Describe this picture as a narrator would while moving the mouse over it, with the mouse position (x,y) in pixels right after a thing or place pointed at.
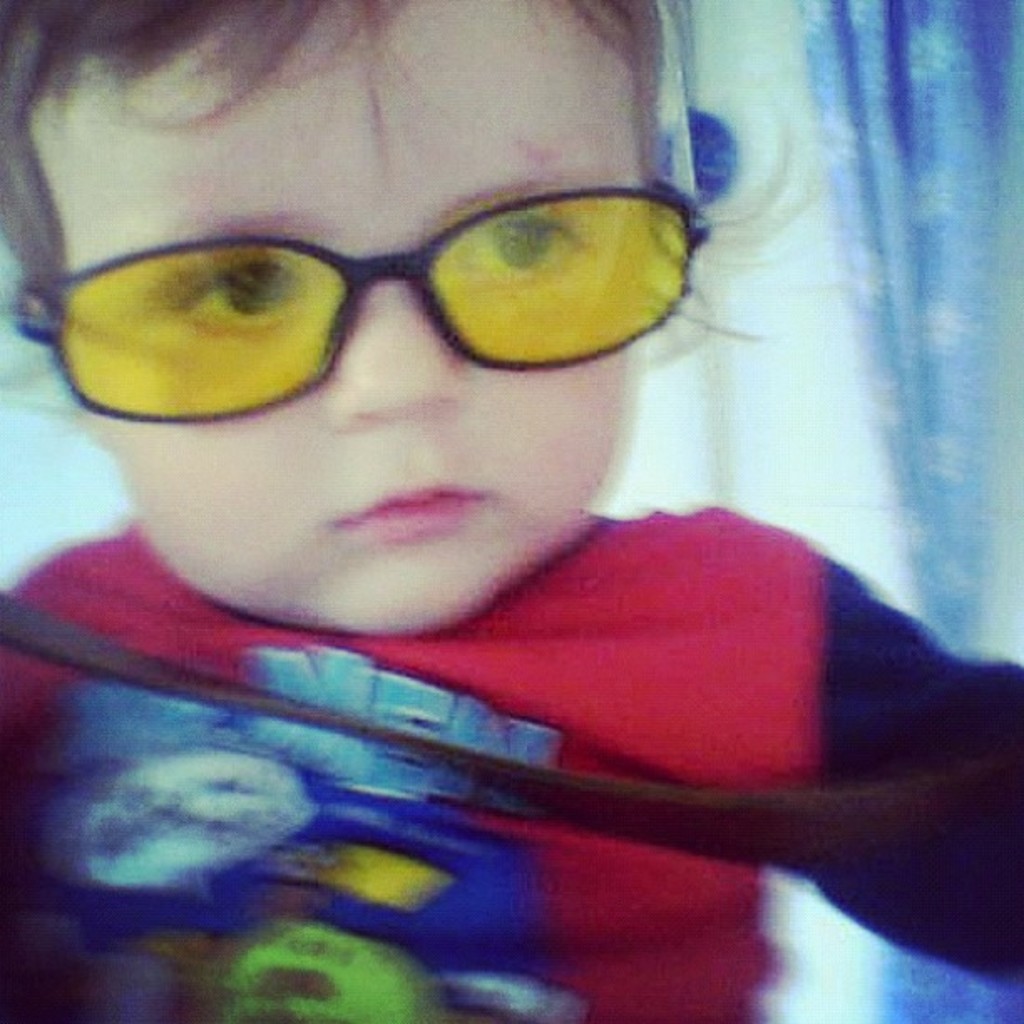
In this image I can see the person (225,761) with the dress (415,854) and specs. In the background (811,379) I can see the blue color curtain (884,325) and the wall (801,343). And it is a blurred image.
